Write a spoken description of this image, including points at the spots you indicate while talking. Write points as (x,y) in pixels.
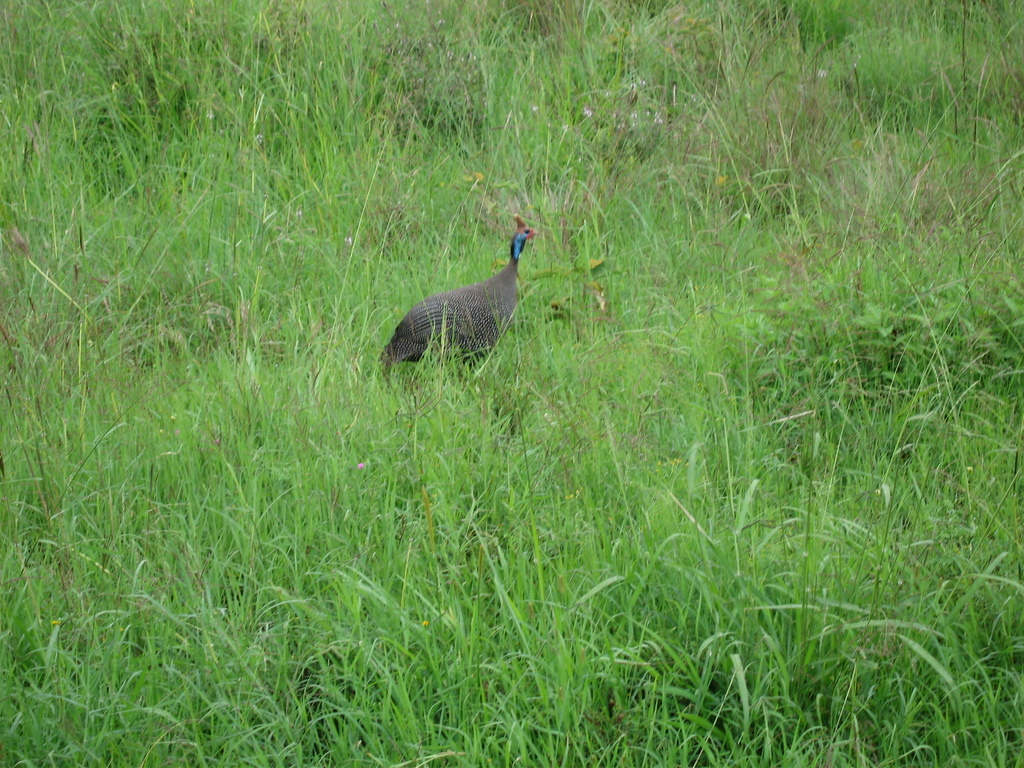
In this image I can see a bird (454,328) which is black, white, blue and red in color is standing on the ground (505,332) and I can see some grass (493,449) on the ground (638,252).
